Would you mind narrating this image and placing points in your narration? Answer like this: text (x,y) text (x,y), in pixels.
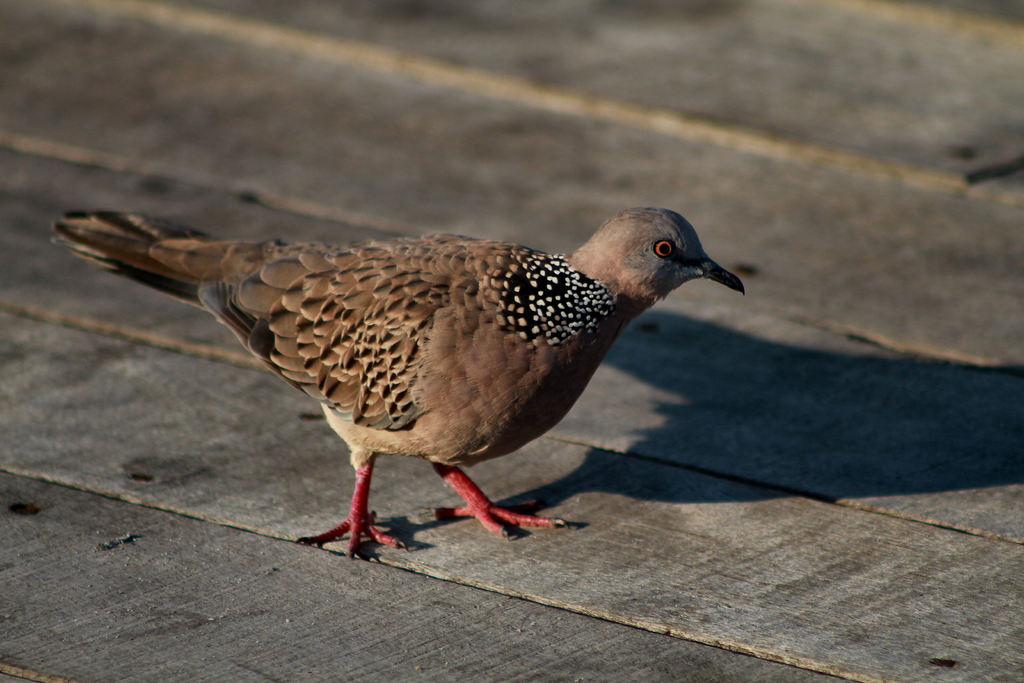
In this image we can see a bird (328,410) on the wooden surface (300,412). This part of the image is slightly blurred.
